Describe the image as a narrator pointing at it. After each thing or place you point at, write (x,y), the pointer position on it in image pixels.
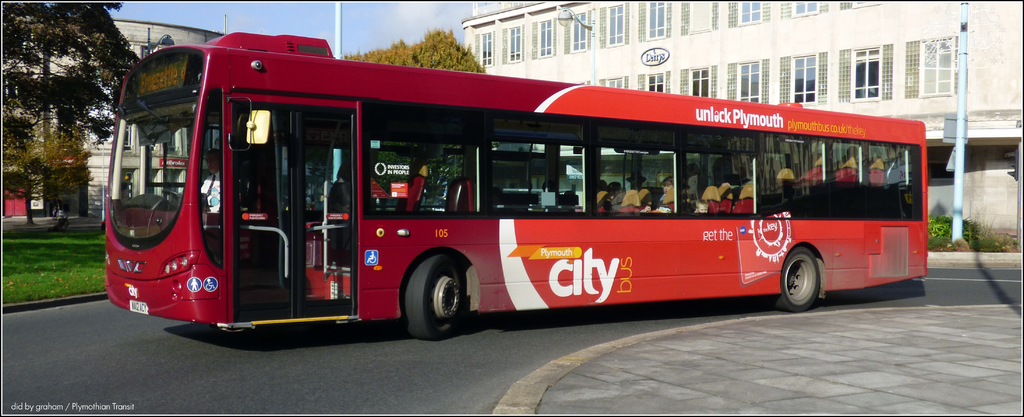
In this image I can see a bus (356,230). I can see a tree (58,92). In the background (927,76) there is a building (645,62). I can see some clouds (403,27) in the sky (255,30).
